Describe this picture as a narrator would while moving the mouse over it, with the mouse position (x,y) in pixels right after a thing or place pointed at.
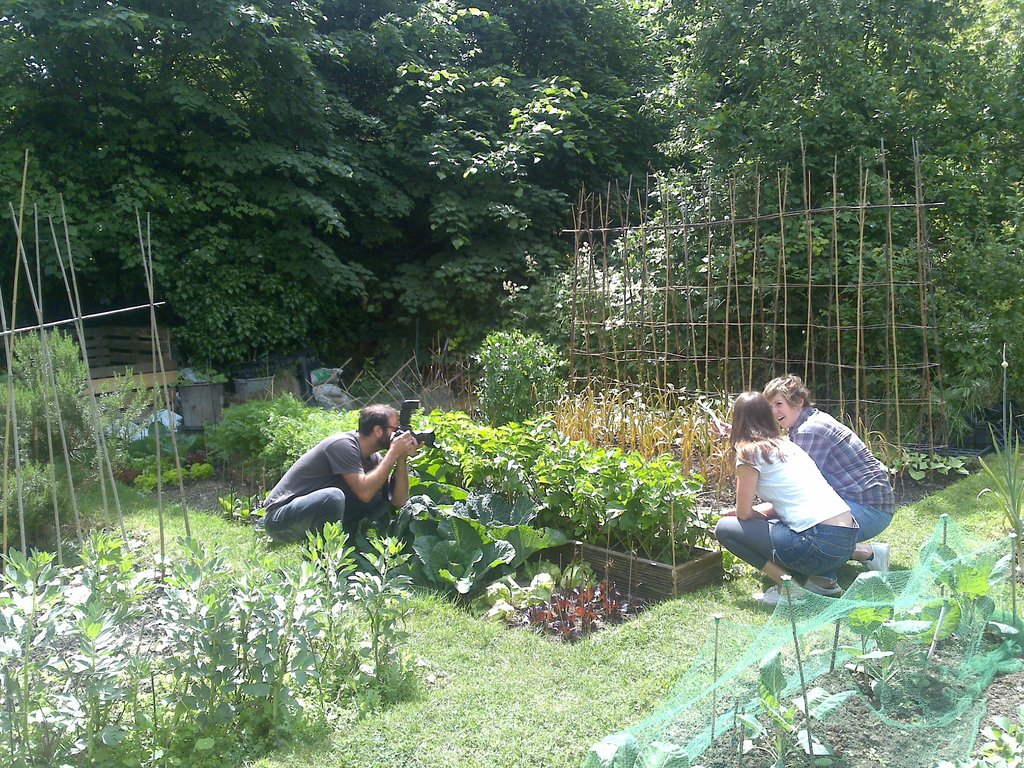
On the right side of the image (790,565) we can see two people (824,526) sitting. In the center (395,449) there is a man (390,492) sitting and holding a camera (421,438) in his hand (408,444). There are plants (293,696) and we can see a net (912,678). In the background (760,219) there is a fence (760,219) and we can see trees (591,150).
